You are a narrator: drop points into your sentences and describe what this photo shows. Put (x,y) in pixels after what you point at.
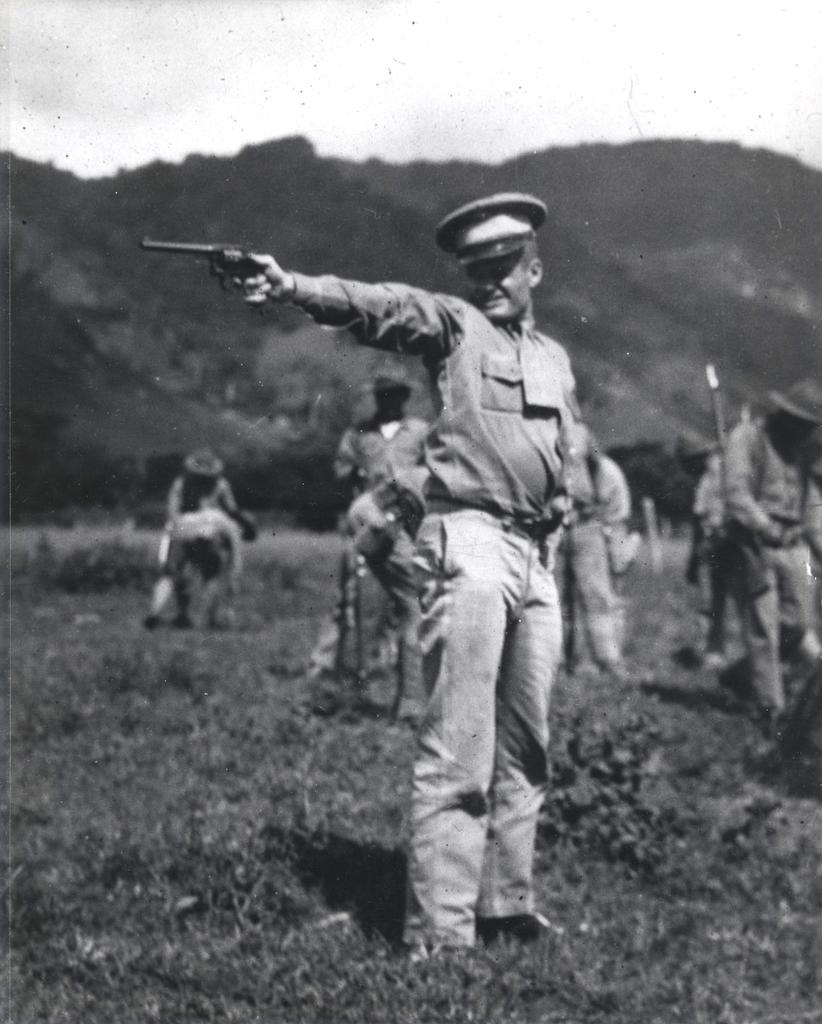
This is a black and white image. In this image, we can see a person (496,540) holding a gun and standing on the grass (421,973). In the background (405,711), we can see people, plants (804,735), trees (268,479), hill (763,211) and the sky (232,114).
